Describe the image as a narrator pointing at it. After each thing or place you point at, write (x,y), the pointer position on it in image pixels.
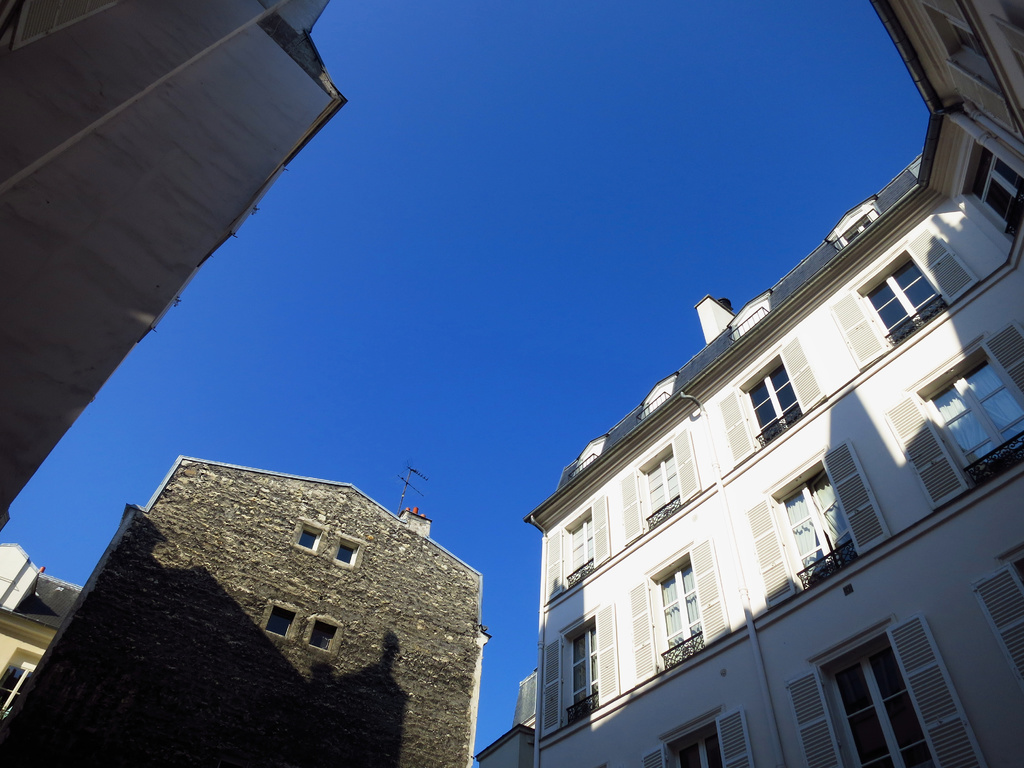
In the image there are few buildings (248,489), they are of different shape and color and the image is captured from the ground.
